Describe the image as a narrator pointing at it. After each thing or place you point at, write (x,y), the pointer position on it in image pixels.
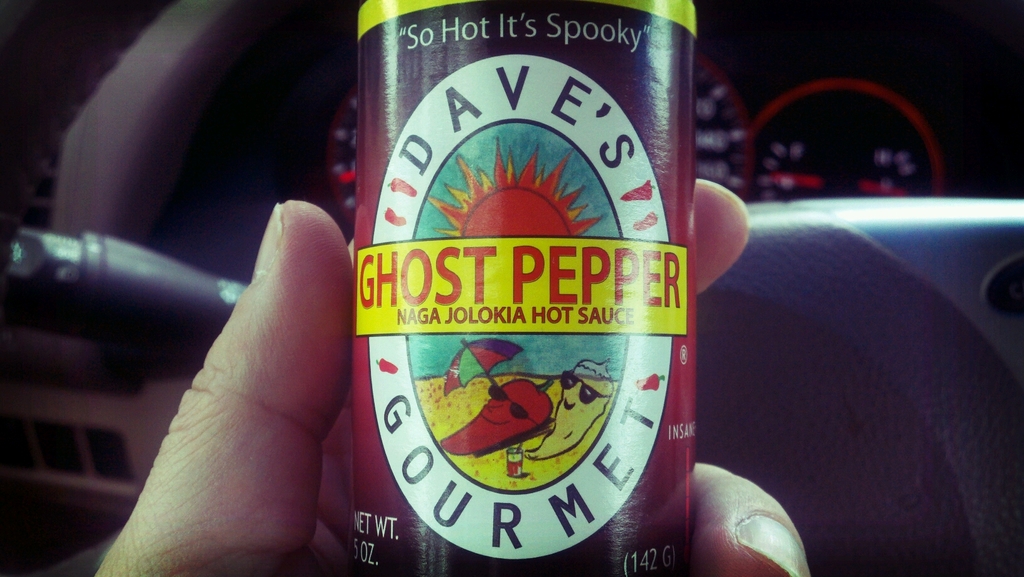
In this image I can see a person's hand (244,454) holding an object (389,266) on which I can see some text (510,95). This seems to be an inside view of a vehicle (128,312). On the right side (859,367) there is a steering (840,445) and speedometer (761,178).
